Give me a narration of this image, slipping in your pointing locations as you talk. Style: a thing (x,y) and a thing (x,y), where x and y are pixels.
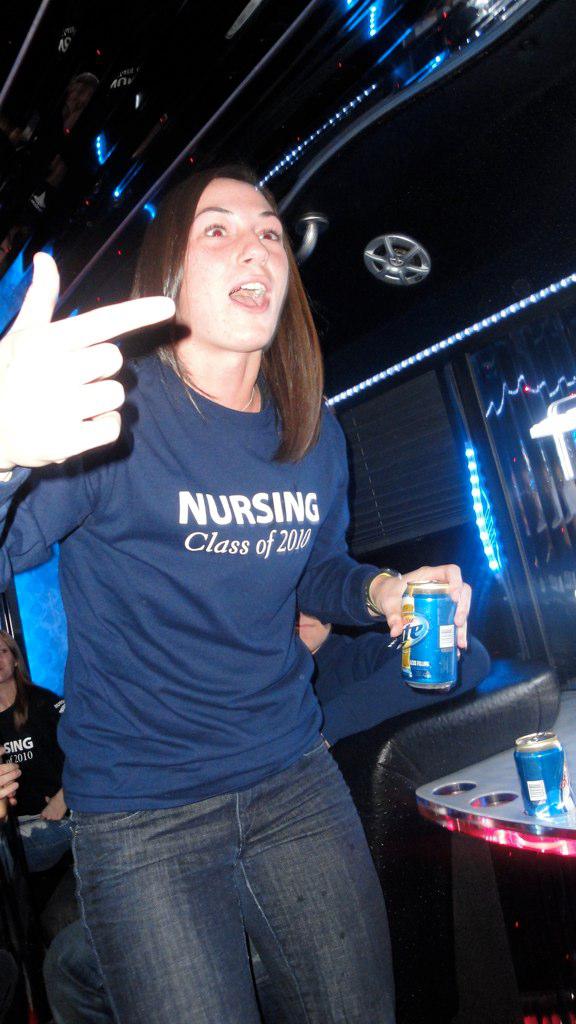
In this picture there is a women (264,485) wearing blue T-shirt (209,597) is standing and holding a tin (406,612) in her hand (405,580) and there is a table (531,829) beside her which has a tin (546,788) placed on it and there are few other persons (363,634) behind her.
